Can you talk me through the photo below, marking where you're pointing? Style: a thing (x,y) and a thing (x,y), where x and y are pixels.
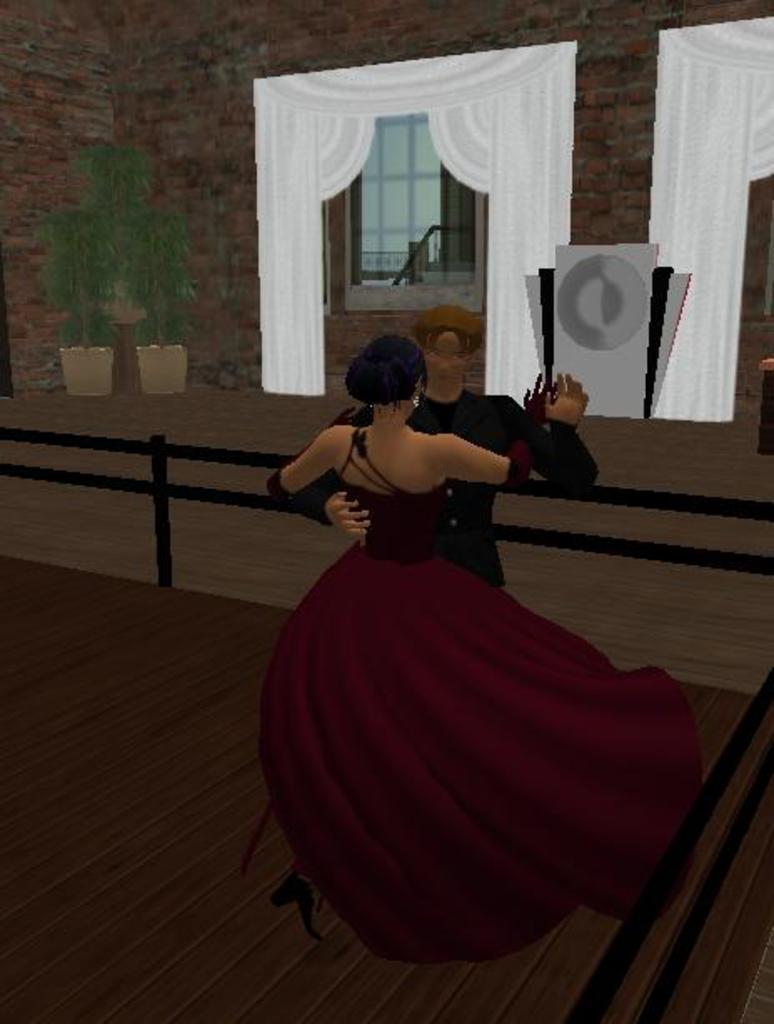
In the picture we can see an animated image of a man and a woman (481,723) are dancing together and behind them, we can see a railing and behind it, we can see a wall (193,337) with a window (456,239) and to it we can see a curtain (280,375) and from the window (366,275) we can see a railing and steps (440,274).
